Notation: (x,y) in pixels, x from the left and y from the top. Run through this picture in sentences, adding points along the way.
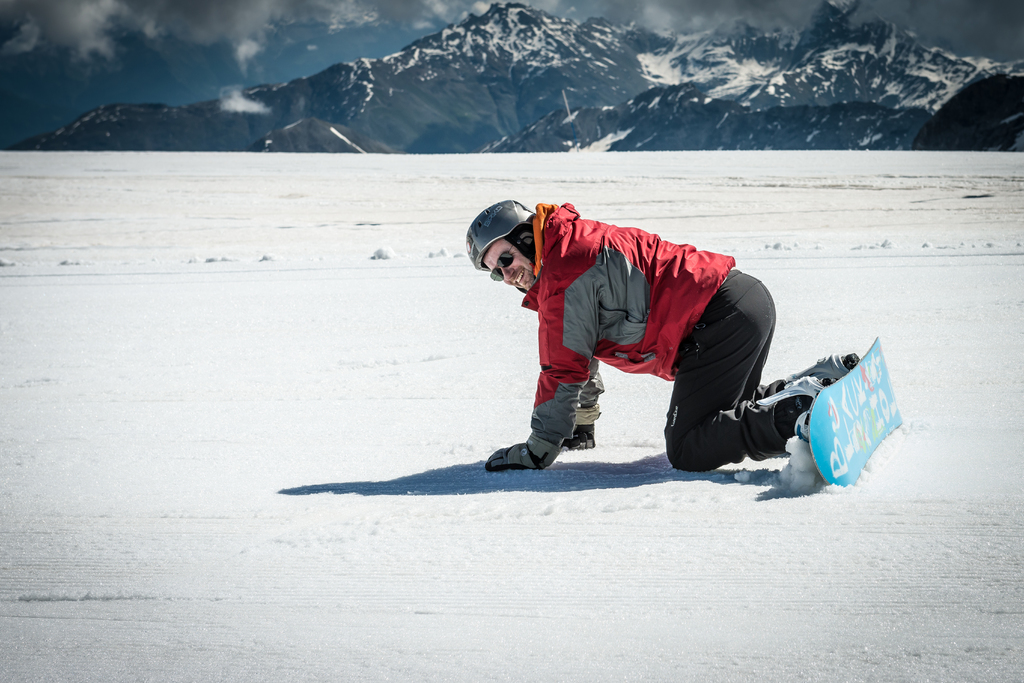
In this picture person (572,379) wearing snowboard (865,405) kneeling on the surface (522,404) of the snow (384,422). At the back side (422,116) there are mountains (665,84) and sky (189,48).
